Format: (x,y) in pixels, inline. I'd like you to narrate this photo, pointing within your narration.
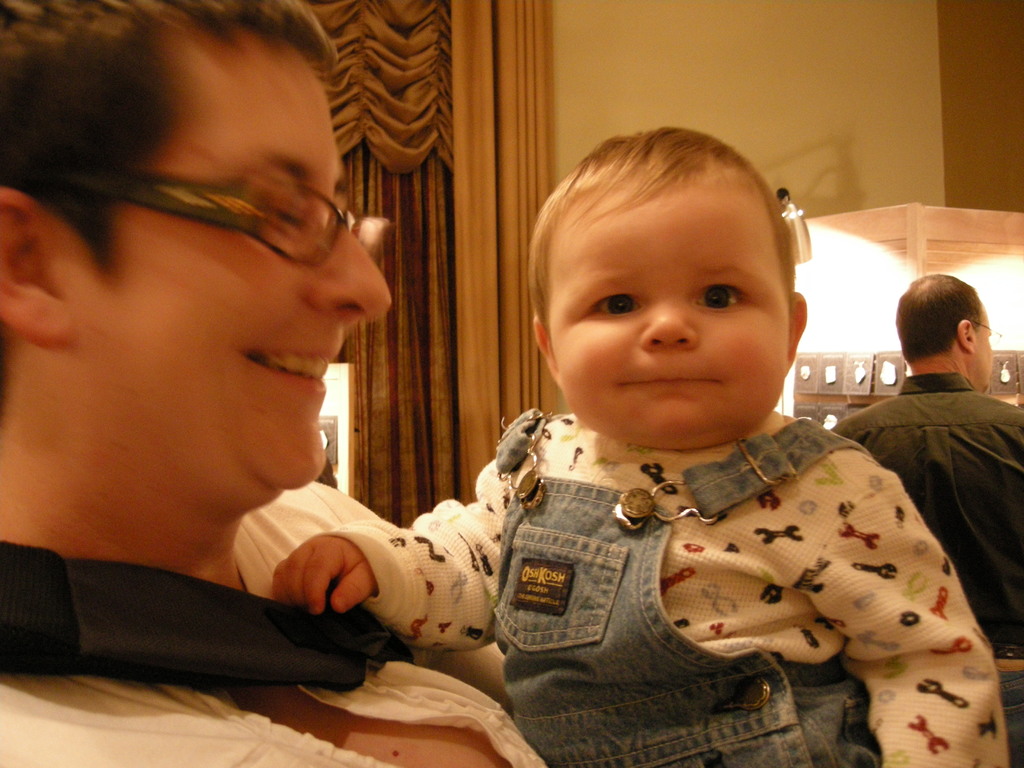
There is a person (64,648) and a baby (572,571) in the foreground area of the image (660,306), there are curtains (459,260), a person (934,398) and some objects (897,282) in the background (901,262).
